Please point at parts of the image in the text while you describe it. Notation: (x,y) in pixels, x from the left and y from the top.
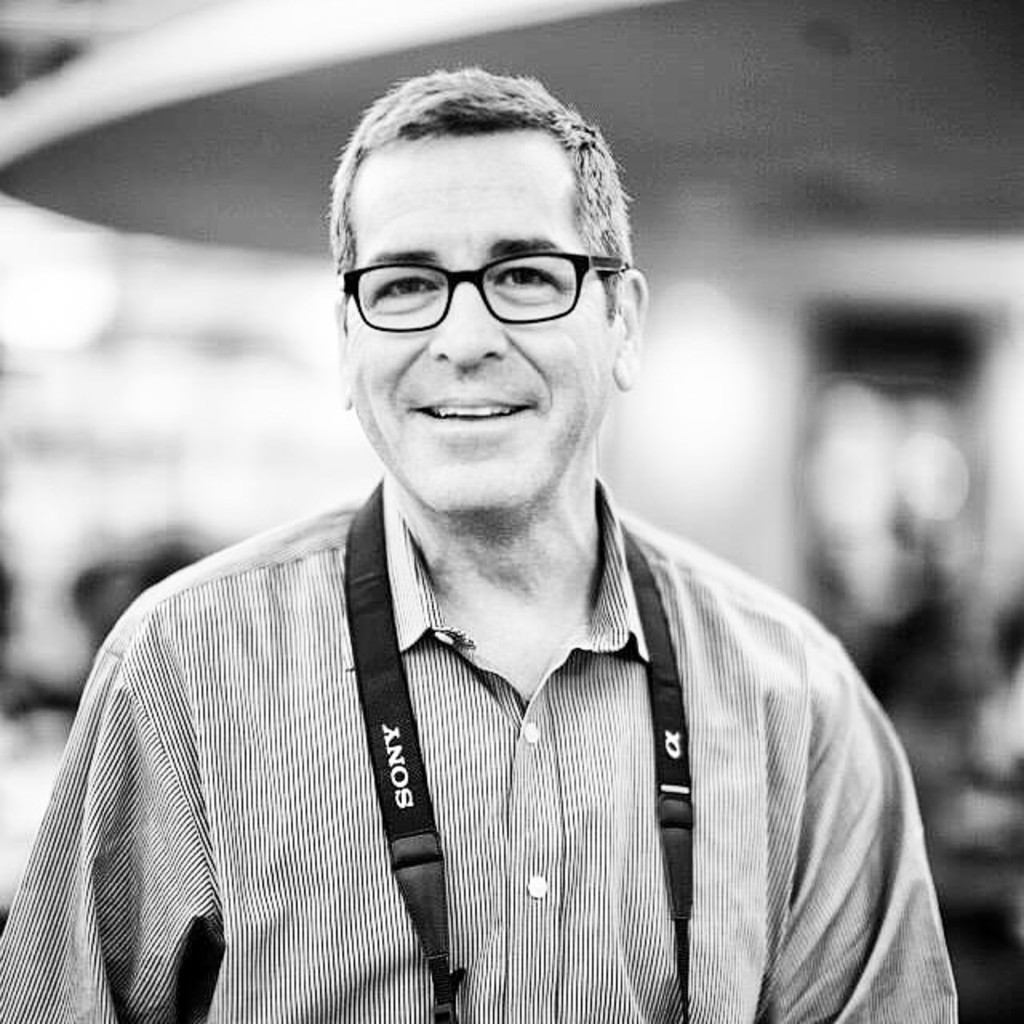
This is a black and white image where we can see a man (671,609) wearing a shirt (732,724) and spectacles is having a camera chain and he is smiling. The background of the image (766,75) is blurred.
